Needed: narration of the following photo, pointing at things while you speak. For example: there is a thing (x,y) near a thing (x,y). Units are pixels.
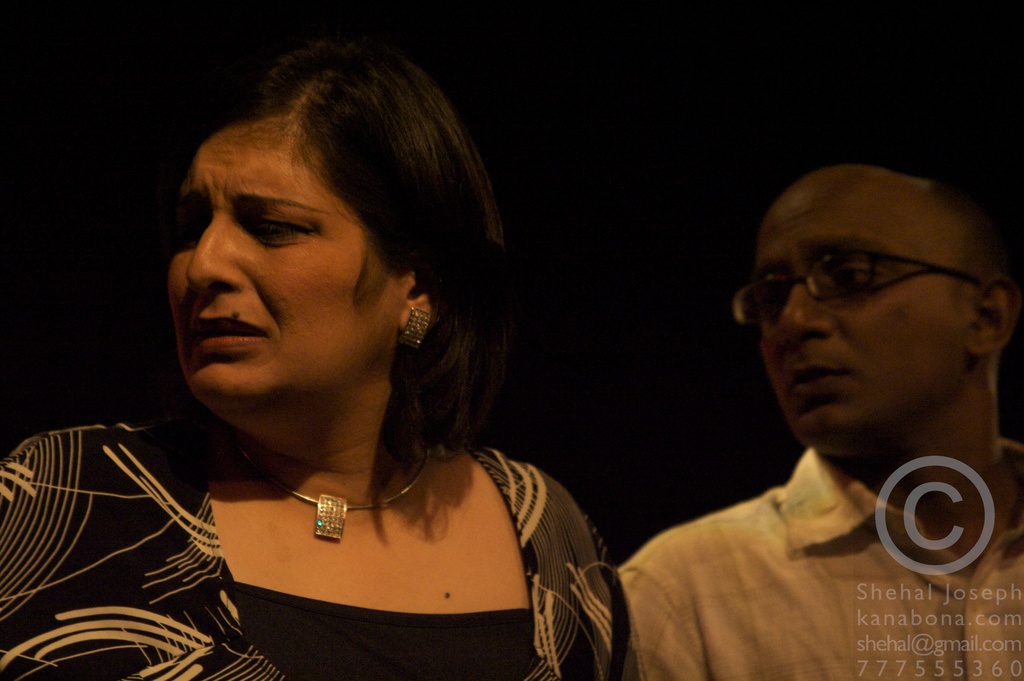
In this picture we can observe a man (767,585) and a woman (376,402). The woman (250,480) is wearing black color dress (297,612) and the man (729,569) is wearing a shirt (743,618) and spectacles (820,294). On the right side (930,582) we can observe a watermark (901,583). In the background (70,158) it is completely dark.
